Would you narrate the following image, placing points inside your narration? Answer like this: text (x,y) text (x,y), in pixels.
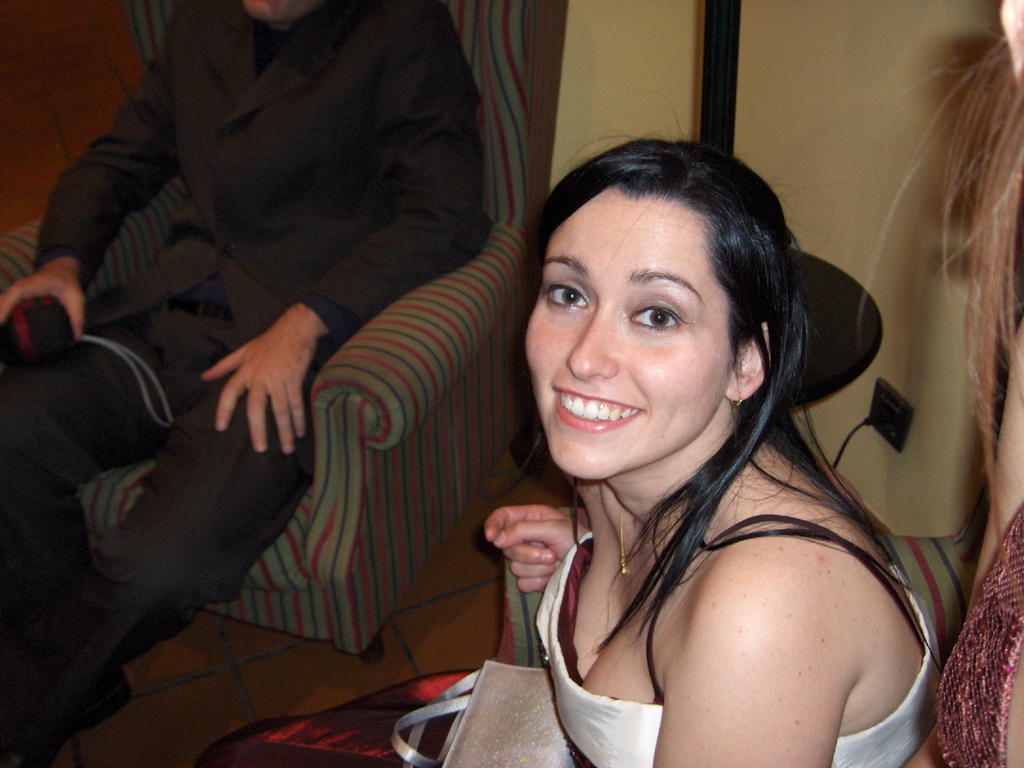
In this image I can see two persons (378,216) are sitting on sofa chairs (464,496). In the front (619,740) I can see one of them is wearing white colour dress (596,726) and in the background (224,113) I can see another one is wearing black colour dress (359,77). In the front (429,738) I can see a bag (501,683) and in the background (106,349) I can see one of them is holding an object (70,328). On the right side of this image (984,755) I can see one more person (1015,396).
